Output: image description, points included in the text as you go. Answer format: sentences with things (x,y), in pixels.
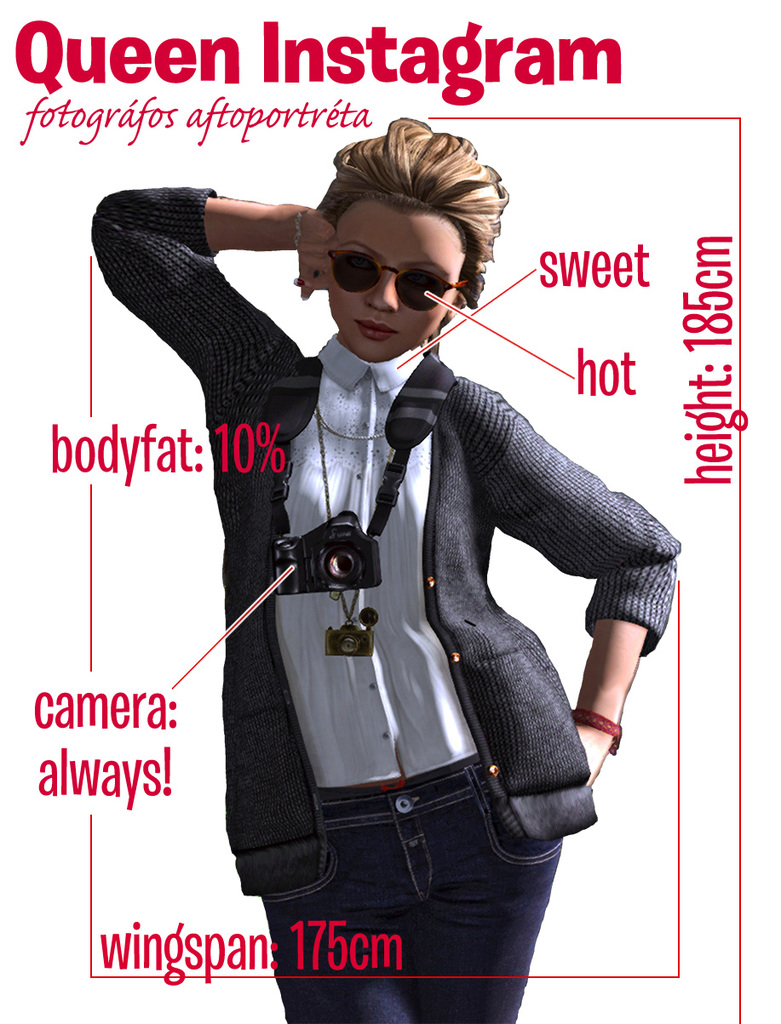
This image consists of a poster (470,851) with an image of a woman (385,373) and there is a text (286,454) on it.
